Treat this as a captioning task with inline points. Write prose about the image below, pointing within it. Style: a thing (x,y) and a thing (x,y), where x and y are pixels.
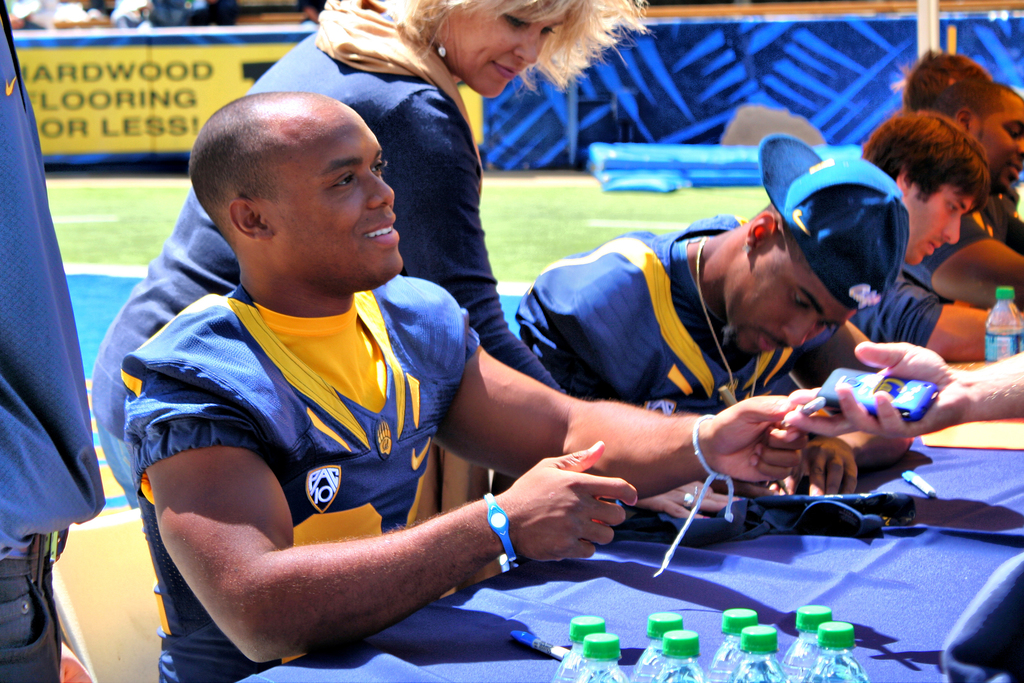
In the center of the image (680,436) there are people (513,506) sitting on chairs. In front of them there is a table (870,563) on which there is a blue color cloth (764,559) and water bottles (756,620). In the background of the image (71,160) there are advertisement boards (237,74). There is grass (545,208). To the left side of the image (97,467) there is a person (67,376) standing. In the center of the image (433,236) there is a lady (473,78) standing.
